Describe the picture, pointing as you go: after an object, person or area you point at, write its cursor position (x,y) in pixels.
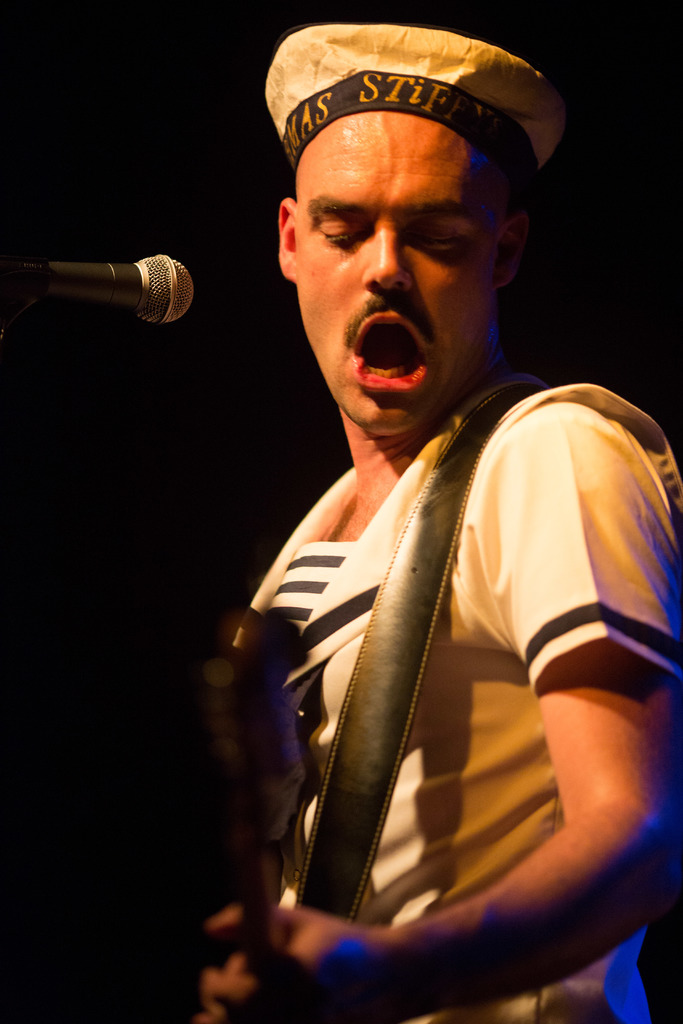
In this picture we can see a man (415,278), he wore a cap (412,107), and he is playing guitar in front of the microphone (123,284).
